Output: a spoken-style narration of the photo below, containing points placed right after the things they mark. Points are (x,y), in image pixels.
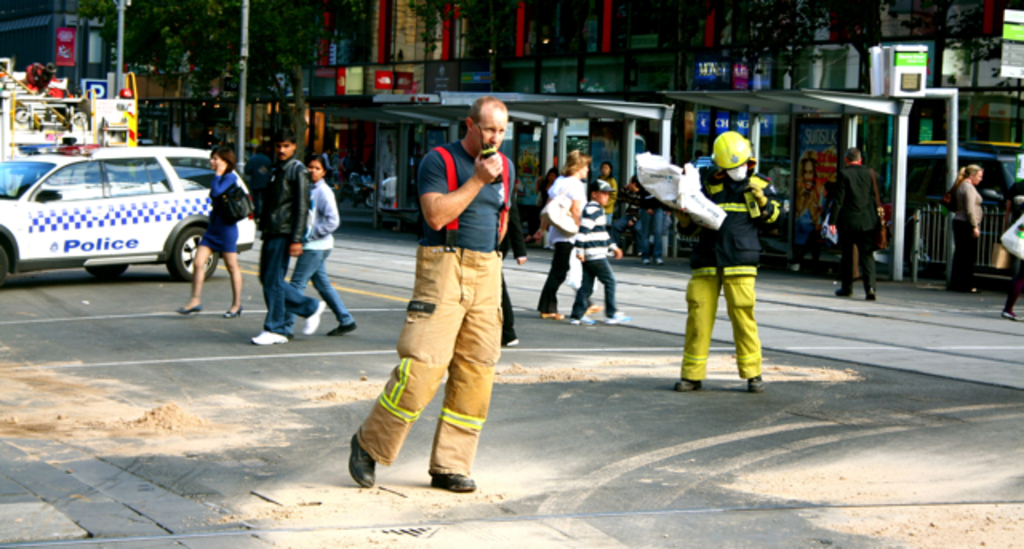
In the image there are many people (332,220) walking on the road (598,349). And also there is a vehicle (50,214). Behind them there are roofs (753,100) with poles (951,133) and also there are posters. In the background (537,36) there are buildings (96,42) with walls (522,34), posters (398,87) and glasses (537,36). And also there are poles (946,91) with sign boards (1011,60) and trees (308,12).
